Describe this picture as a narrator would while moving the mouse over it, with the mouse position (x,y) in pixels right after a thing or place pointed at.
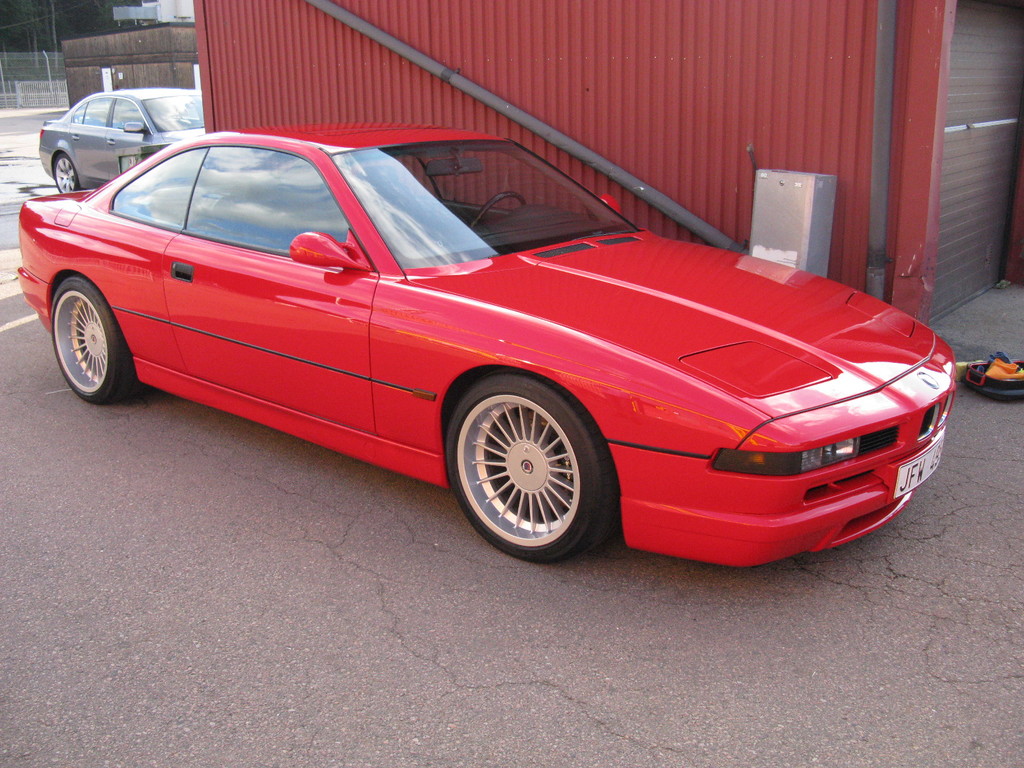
Here we can see vehicles (198,262) of different colors and the vehicles (261,409) are on the road (304,614). Here we can see a pipe (624,176) and steel container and these are the headlights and number plate (921,471) of the vehicle (889,466).
